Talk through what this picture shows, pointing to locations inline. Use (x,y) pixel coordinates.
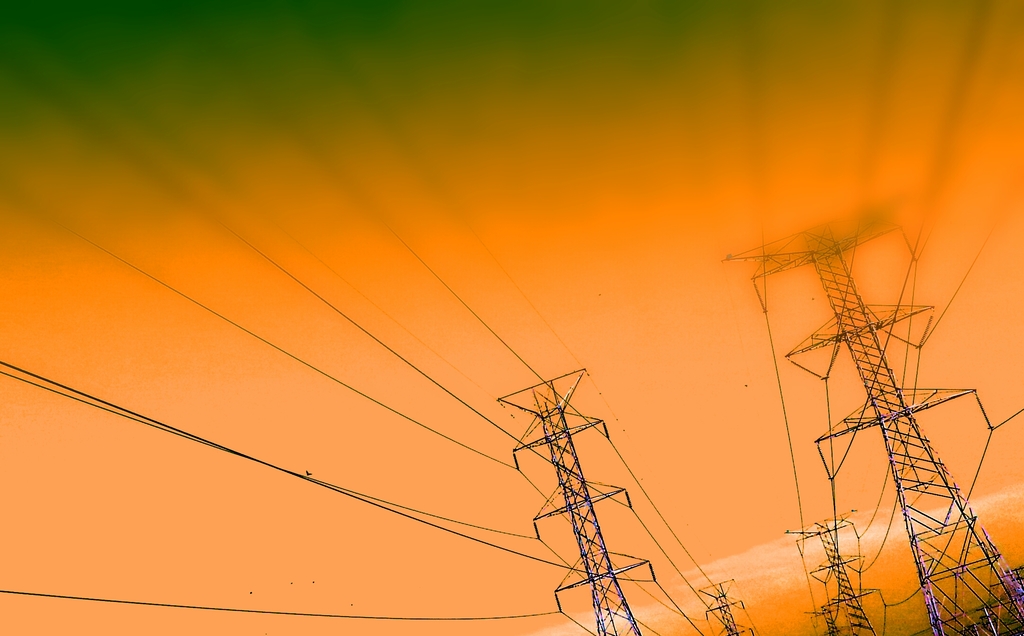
In the picture we can see towers (892,424) and wires (475,411). In the background (483,234) there is sky (997,218).
